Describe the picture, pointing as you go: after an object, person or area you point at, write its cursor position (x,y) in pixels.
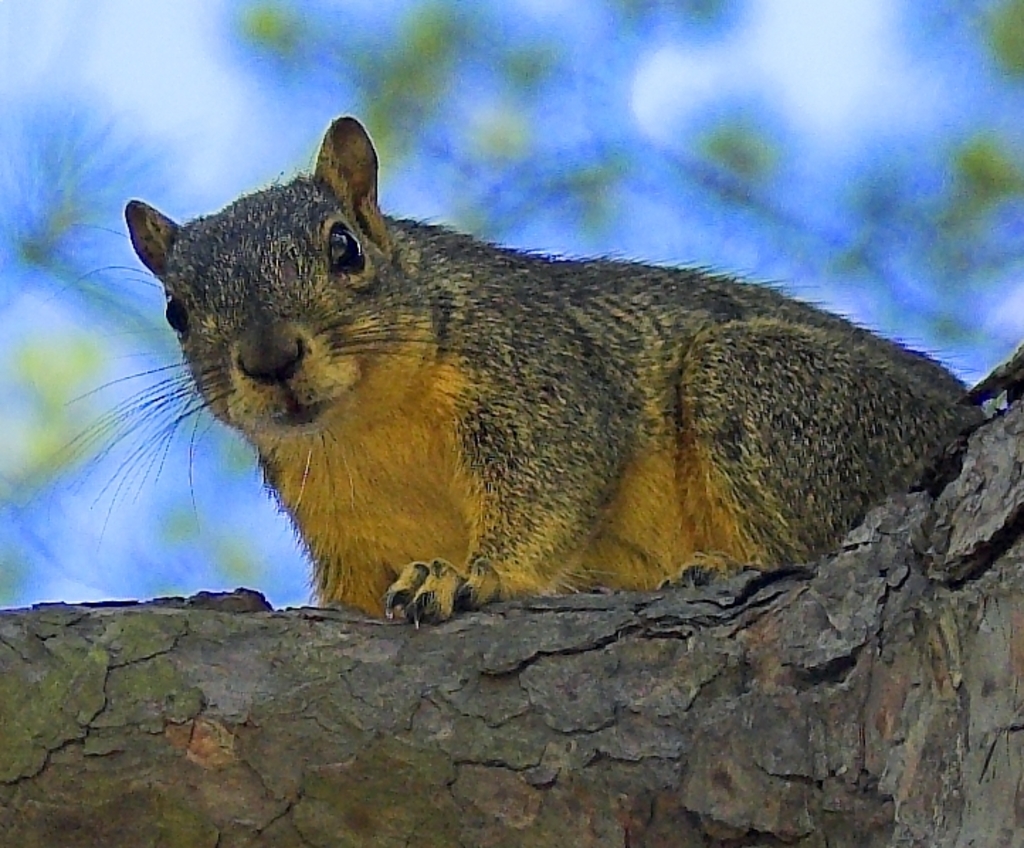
In this picture we can observe squirrel (471,334) which is in yellow and grey color. This squirrel (366,438) is on the branch (456,697) of a tree (601,687). In the background (169,138) we can observe sky (588,116).
